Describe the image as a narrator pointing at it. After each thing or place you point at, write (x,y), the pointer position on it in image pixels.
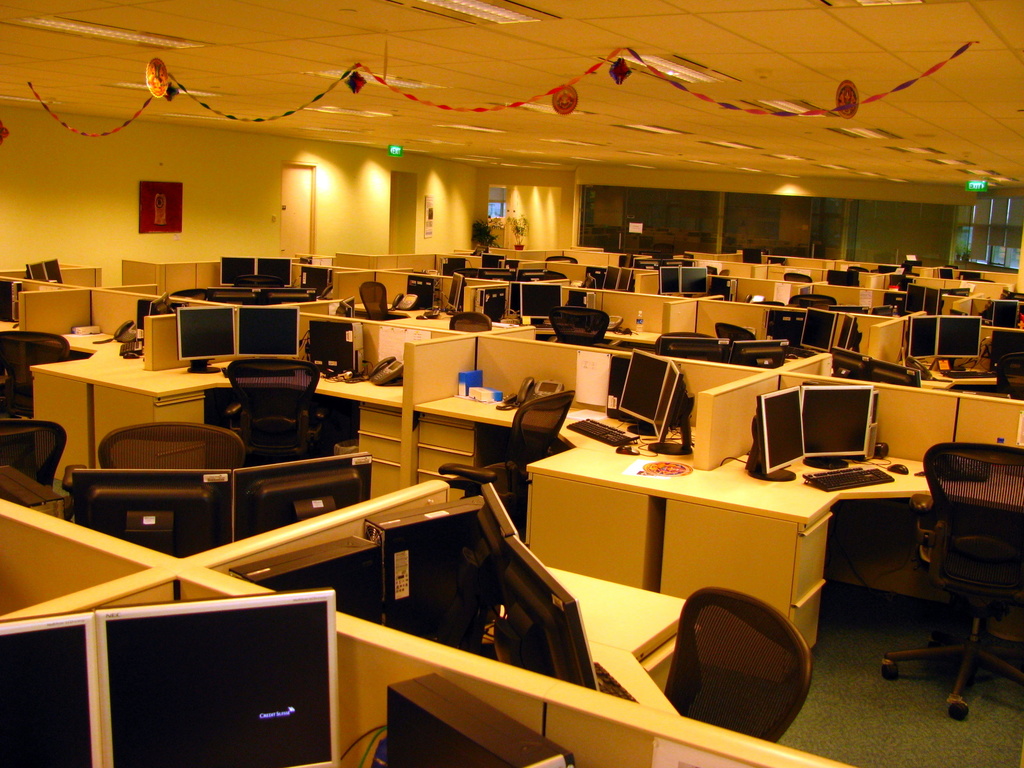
In this image there are computers (775,456) and a few other objects (472,384) on the desks (120,365). There are chairs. At the bottom of the image (879,721) there is a floor (917,728). In the background of the image (291,222) there is a door (307,222). There is a photo frame (428,218) on the wall (125,210). There are flower pots (485,247). There are exit boards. On top of the image (800,106) there are lights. There are decorative items (529,102).
